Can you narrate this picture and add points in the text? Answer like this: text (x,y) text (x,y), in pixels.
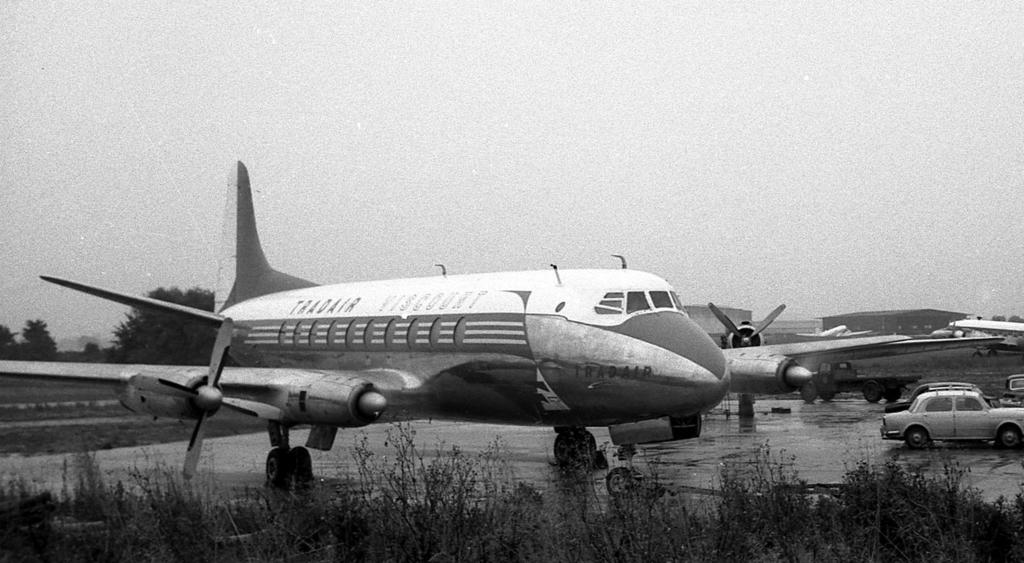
This is a black and white image. In the center of the image (445,355) we can see aeroplanes (483,340) on the ground (18,459). At the bottom of the image (539,510) we can see plants (779,522). On the right side of the image (965,388) we can see vehicles (939,391) and aeroplanes (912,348). In the background (635,128) there are trees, buildings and sky (557,111).
